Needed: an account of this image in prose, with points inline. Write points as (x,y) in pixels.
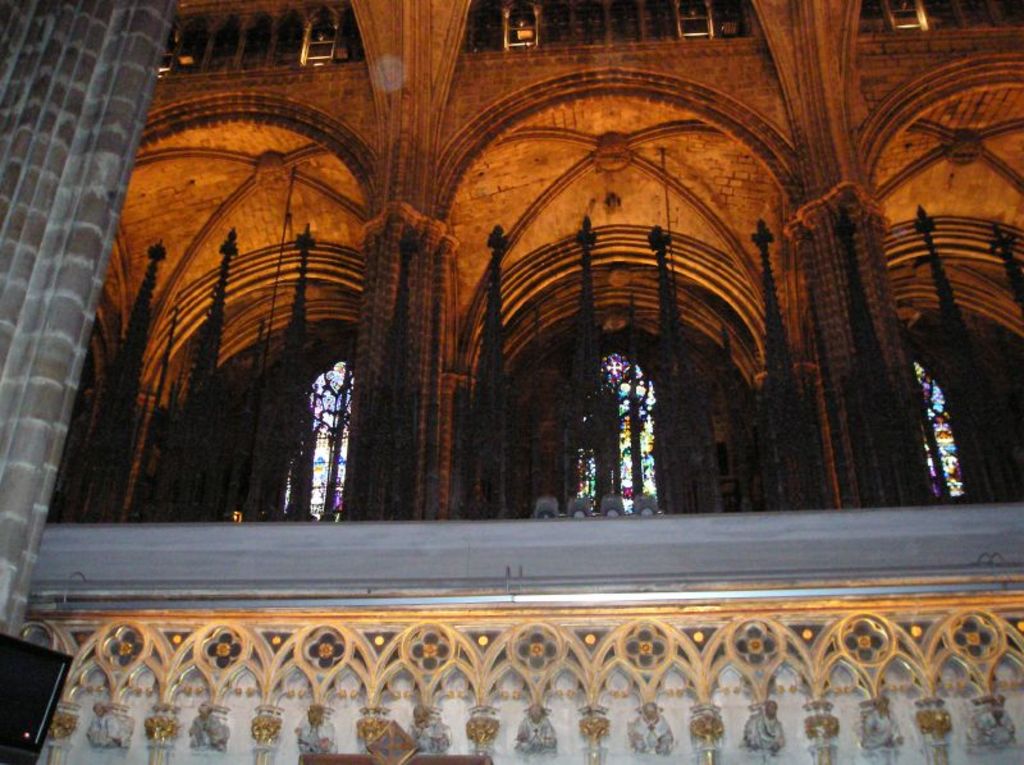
In the image to the bottom (290,661) there is a wall (423,687) with designs (848,653) on it. Above that wall (325,600) there are arches (364,221) with fencing (876,423). And to the left corner (64,271) there is a pillar (60,299).
